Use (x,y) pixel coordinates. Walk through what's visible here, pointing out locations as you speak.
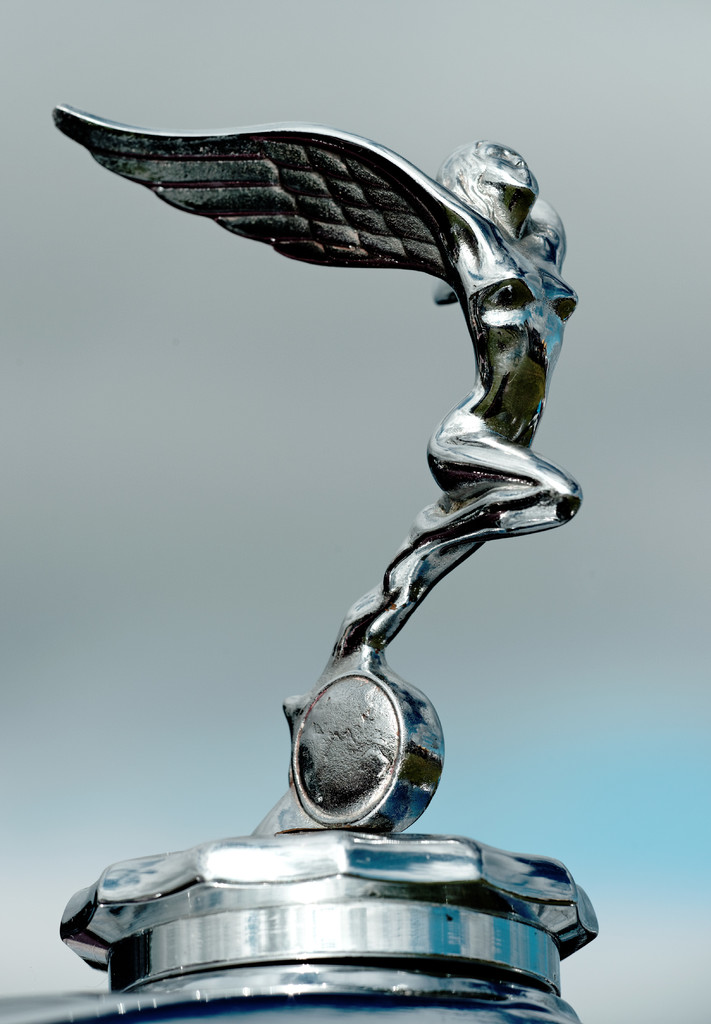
In this picture we can see a logo (286,174) of a car (203,937).
